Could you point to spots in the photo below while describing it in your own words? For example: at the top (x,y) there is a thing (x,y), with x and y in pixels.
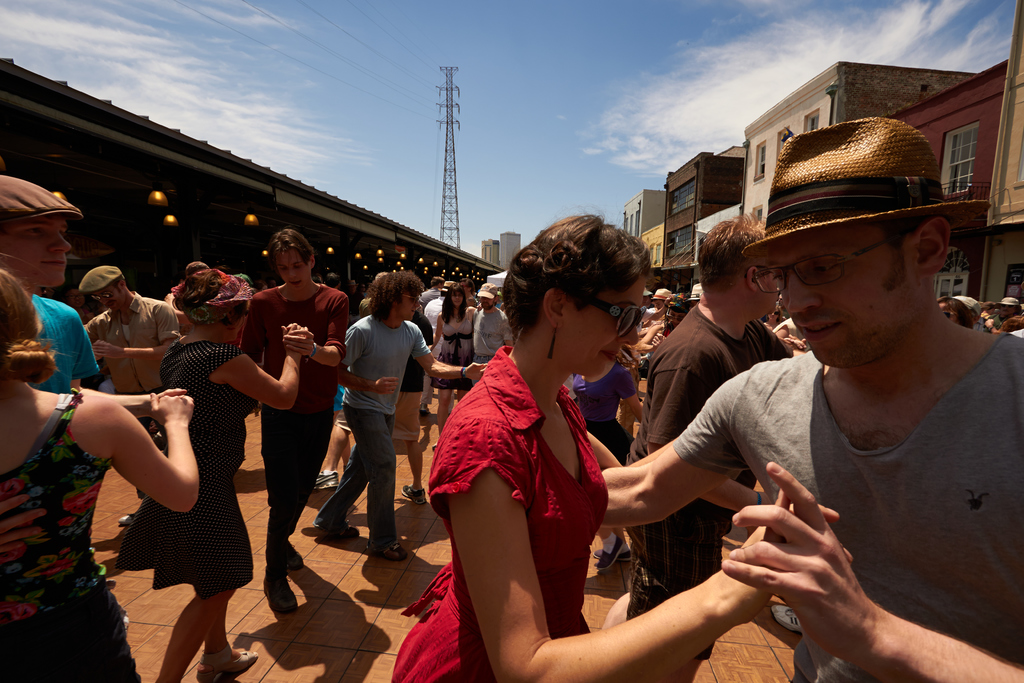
In this picture we can observe some people (232,449) on the floor (401,536) there are men (357,344) and women (570,352). We can observe buildings (736,171) and the tower (447,161). In the background (560,94) we can observe sky (583,106) with some clouds (232,99).
